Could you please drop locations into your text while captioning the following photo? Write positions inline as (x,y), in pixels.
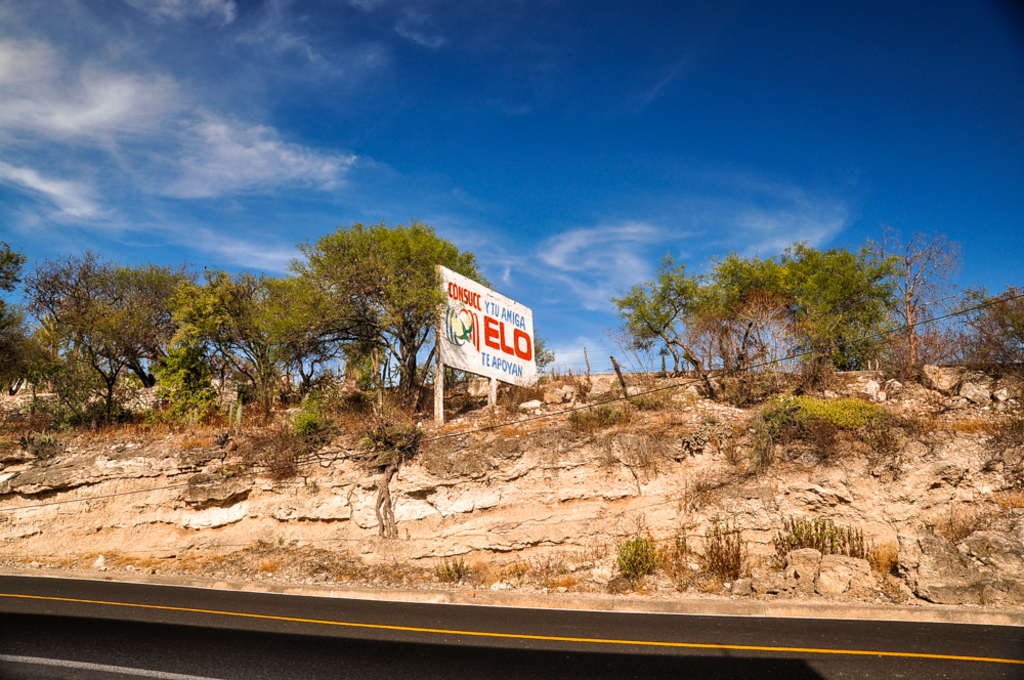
In the image we can see trees (272,374), grass (682,541), road (178,632), white and yellow lines (108,665) on the road (194,641) and the cloudy deep blue sky (306,123). We can even see a board (488,335) and text (489,332) on it.
